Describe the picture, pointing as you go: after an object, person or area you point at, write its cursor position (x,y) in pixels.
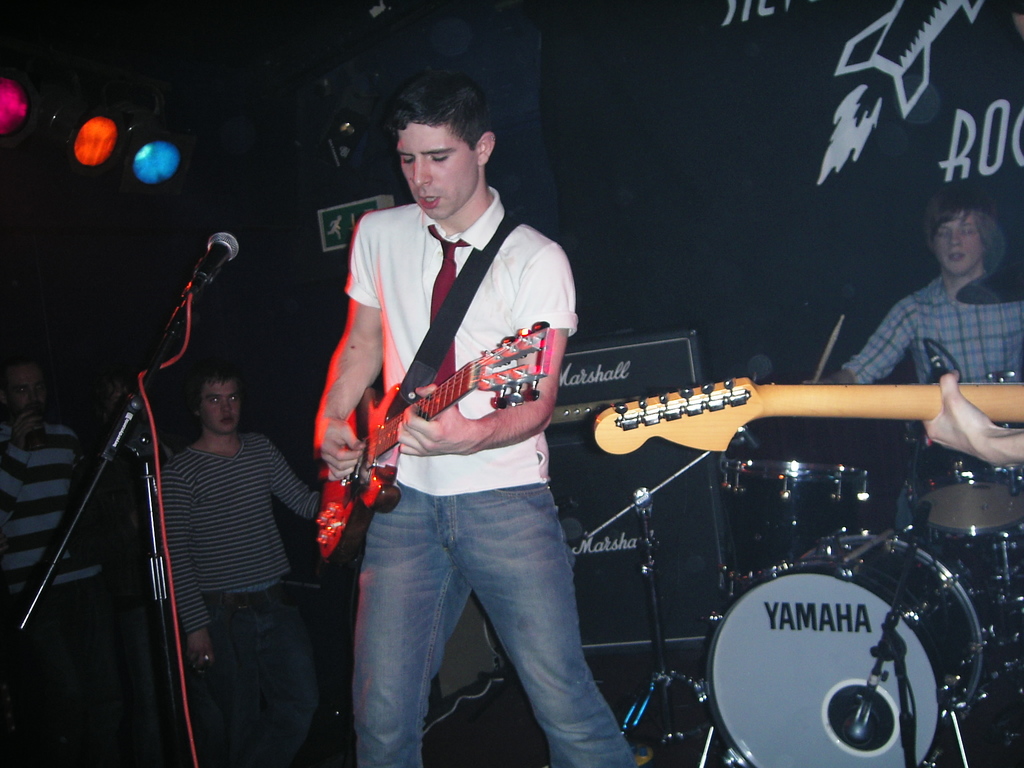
In this image the man (404,280) in the foreground (479,529) is playing the guitar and there is a mic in front of him. At the background (23,379) there are people (23,545) standing. The person (880,344) to the right side (912,318) is playing the drums (807,470). On the top (15,112) there are lights (26,120).
